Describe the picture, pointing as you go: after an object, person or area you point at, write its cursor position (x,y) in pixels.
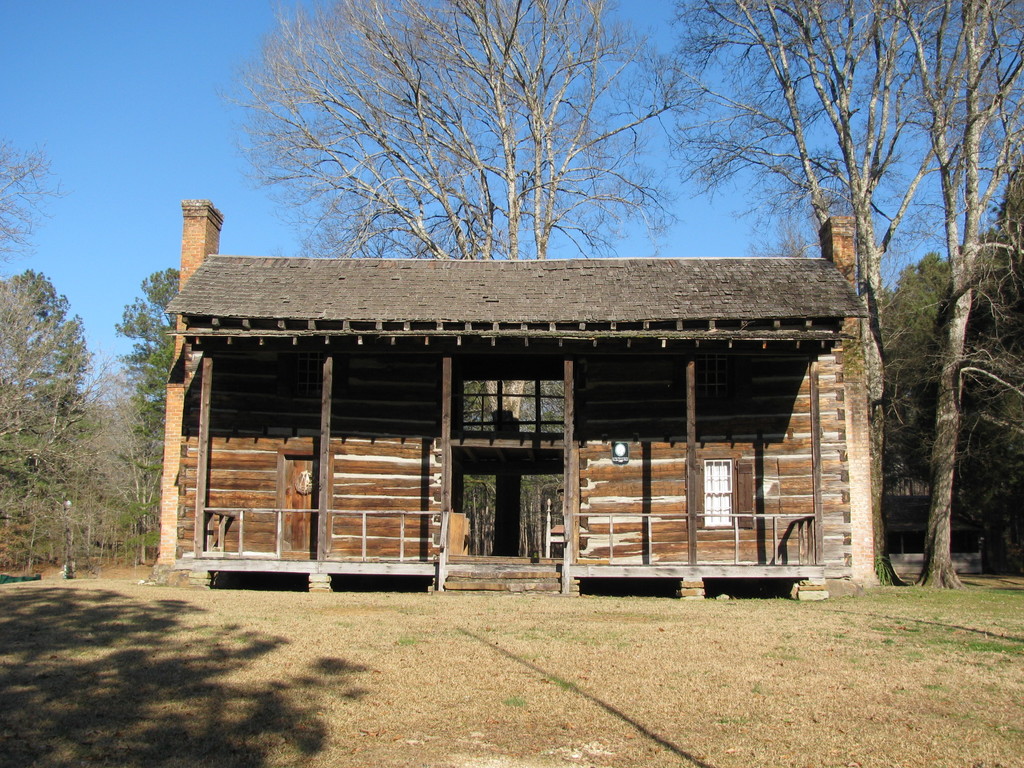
In this image I can see the ground (608,734), some grass (688,681), a house (771,508) which is brown, white and grey in color and few trees (993,273). In the background (146,409) I can see few trees (105,413) and the sky (131,155).
